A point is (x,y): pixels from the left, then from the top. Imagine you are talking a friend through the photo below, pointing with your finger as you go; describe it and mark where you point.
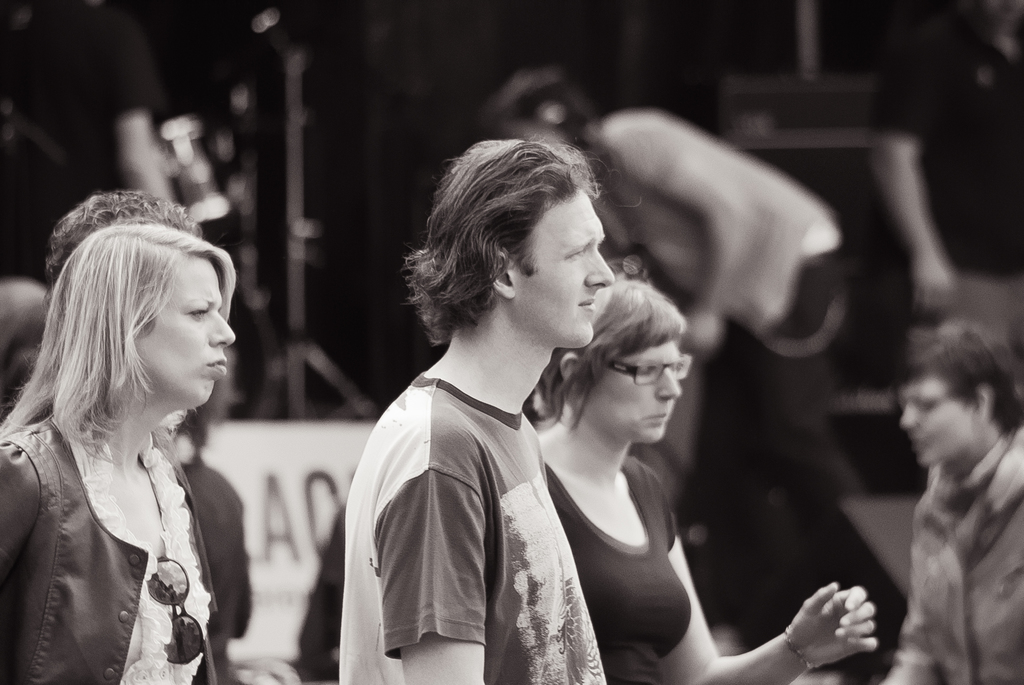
This is a black and white image. In front of the image there are few people (87,338) standing. Behind them there are few people (964,592) and also there is a blur background (163,179).
